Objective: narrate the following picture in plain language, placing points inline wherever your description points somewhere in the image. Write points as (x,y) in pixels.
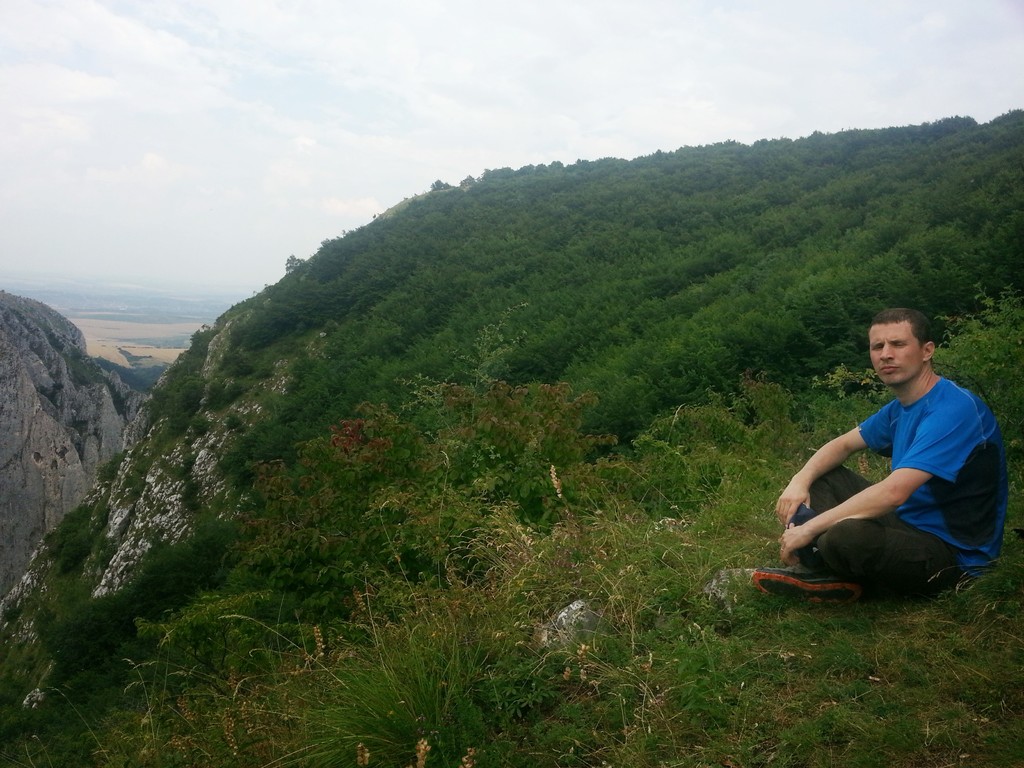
In this picture there is a man (883,535) sitting on the ground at the right side (902,502). In the center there is grass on the ground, there are mountains (67,357) in the background (82,382) and the sky (423,98) is cloudy.
